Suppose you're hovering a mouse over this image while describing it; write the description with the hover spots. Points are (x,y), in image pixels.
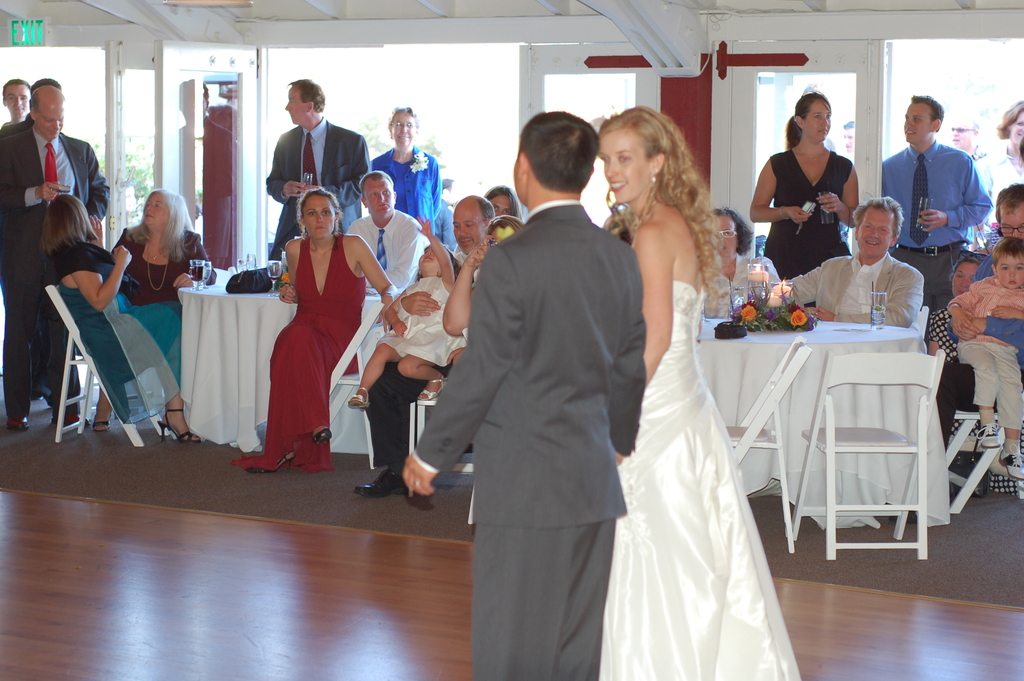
There is a couple (598,359) walking on the floor (271,620) here. In the background (332,225), there are some group of people (347,198) sitting and standing who are looking at them. There are some chairs (854,436).
